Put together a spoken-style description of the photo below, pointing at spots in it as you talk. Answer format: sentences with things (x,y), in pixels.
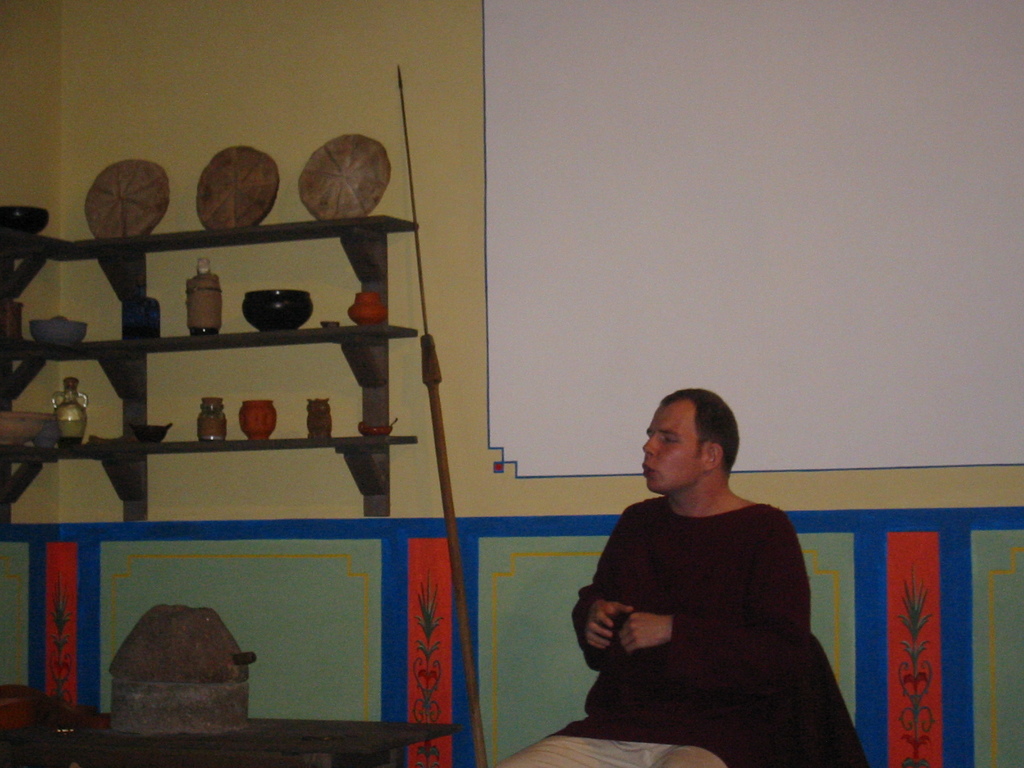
In this picture I can see a man (606,692) seated and I can see few bottles (214,281), bowls (279,321) in the shelves (266,444) and looks like a vessel (202,676) on the table (207,754).
